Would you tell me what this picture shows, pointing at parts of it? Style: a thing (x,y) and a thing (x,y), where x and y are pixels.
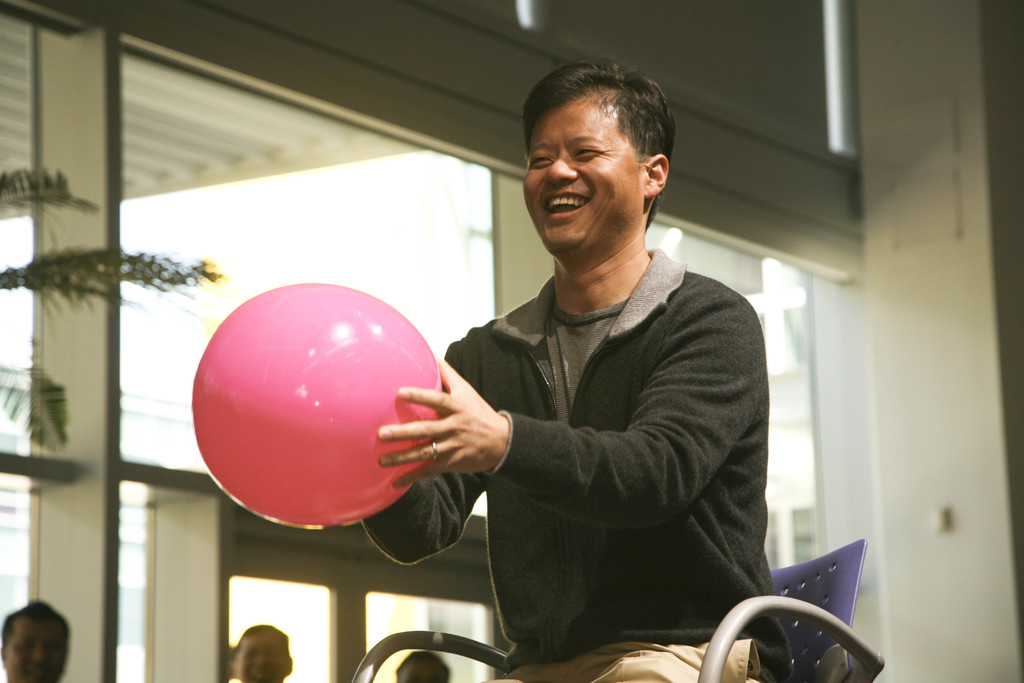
In the center of the picture (602,297) there is a person (608,474) sitting in chair (494,647) holding a ball (360,417). On the left (40,287) there is a tree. In the background (271,618) there are people (28,667) and buildings (414,247).
